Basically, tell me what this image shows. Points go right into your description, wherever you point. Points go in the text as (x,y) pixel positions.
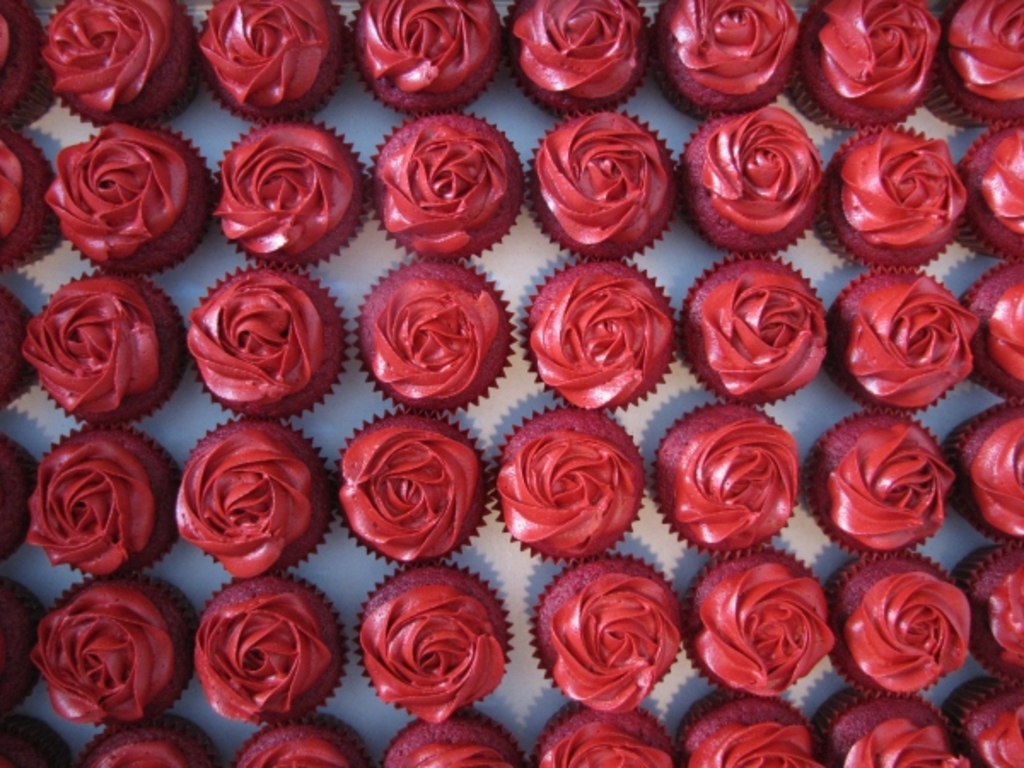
In this picture we can see some cupcakes (448,483), on which we can see cream (546,519).
